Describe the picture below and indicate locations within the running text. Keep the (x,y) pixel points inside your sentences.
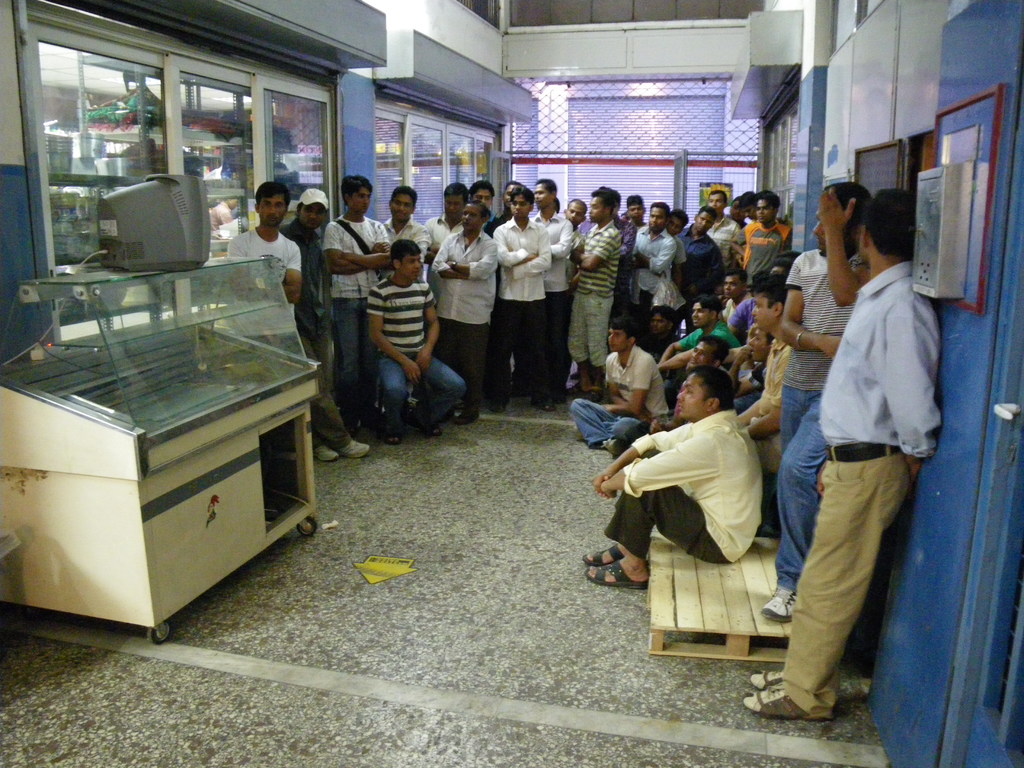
In this image I can see some people (569,310). On the left side (179,249) I can see the television (147,242). I can also see the windows (321,164). I can see some objects (122,125) in the shelf (133,147).
